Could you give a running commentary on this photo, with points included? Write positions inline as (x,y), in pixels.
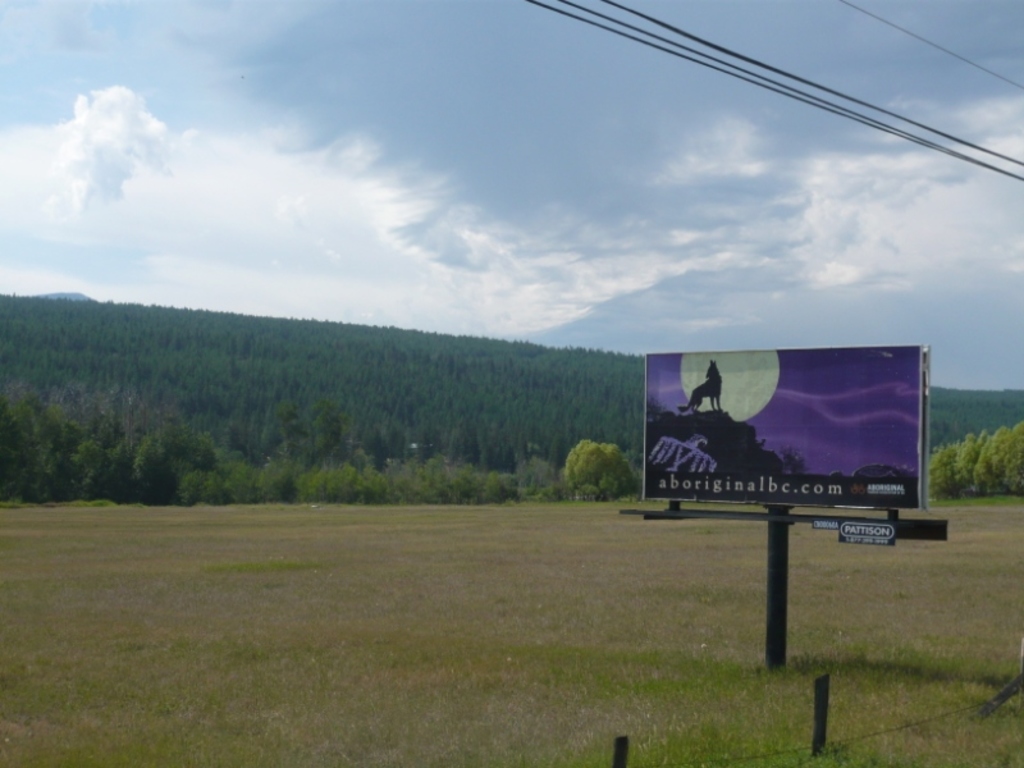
In the foreground of this image (593,681), there is grass land (894,703), a fence (815,751) and a hoarding (784,497). At the top (887,71), there are cables (912,33) and the sky (568,106). In the background (454,401), there are trees (180,443).
